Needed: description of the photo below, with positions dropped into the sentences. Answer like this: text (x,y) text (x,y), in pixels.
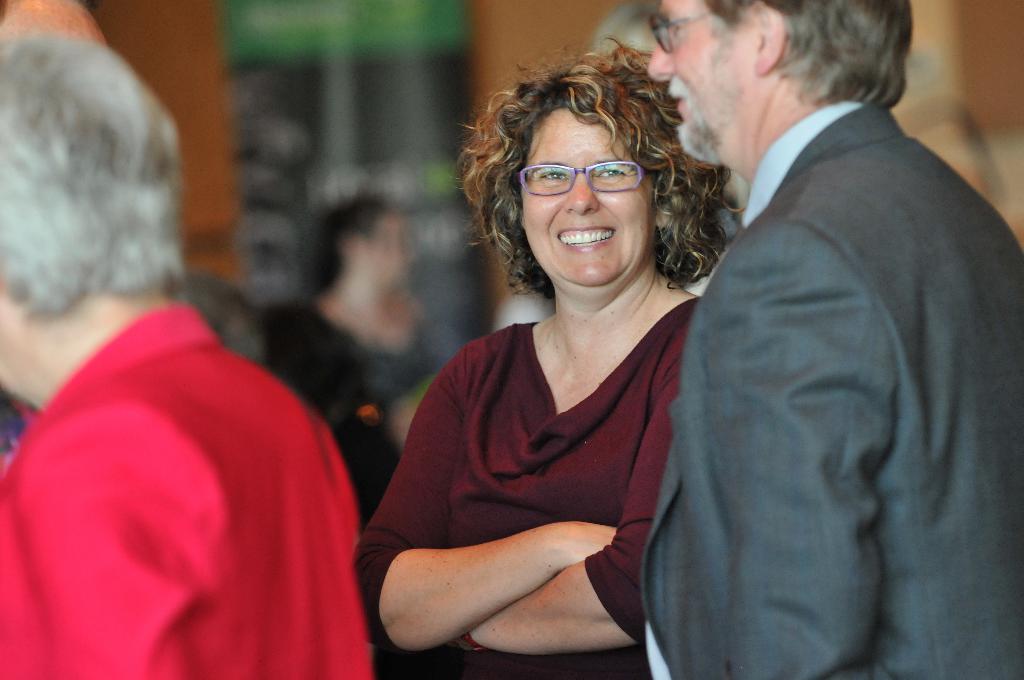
In the image few people (149,471) are standing and smiling. Background of the image (446,0) is blur.
